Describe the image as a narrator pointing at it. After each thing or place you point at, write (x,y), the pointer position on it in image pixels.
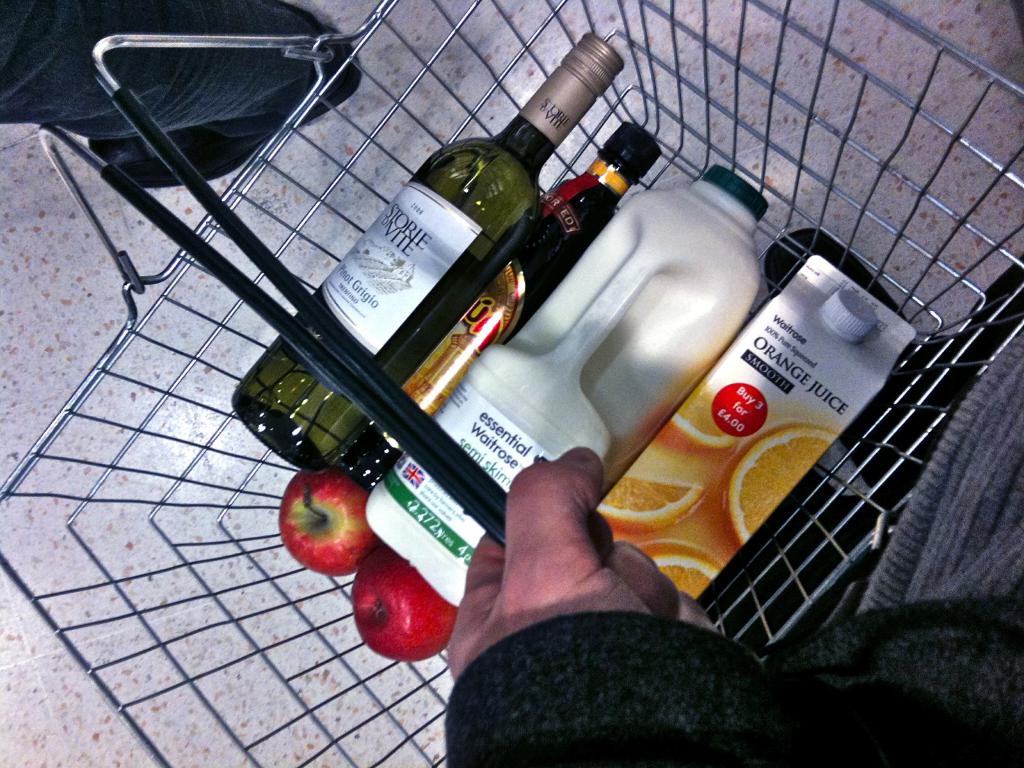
In this picture there are few bottles (522,258), box (730,444), two apples (361,541) in a basket (177,36) carried by a person (683,643). There is also another person (166,53).
